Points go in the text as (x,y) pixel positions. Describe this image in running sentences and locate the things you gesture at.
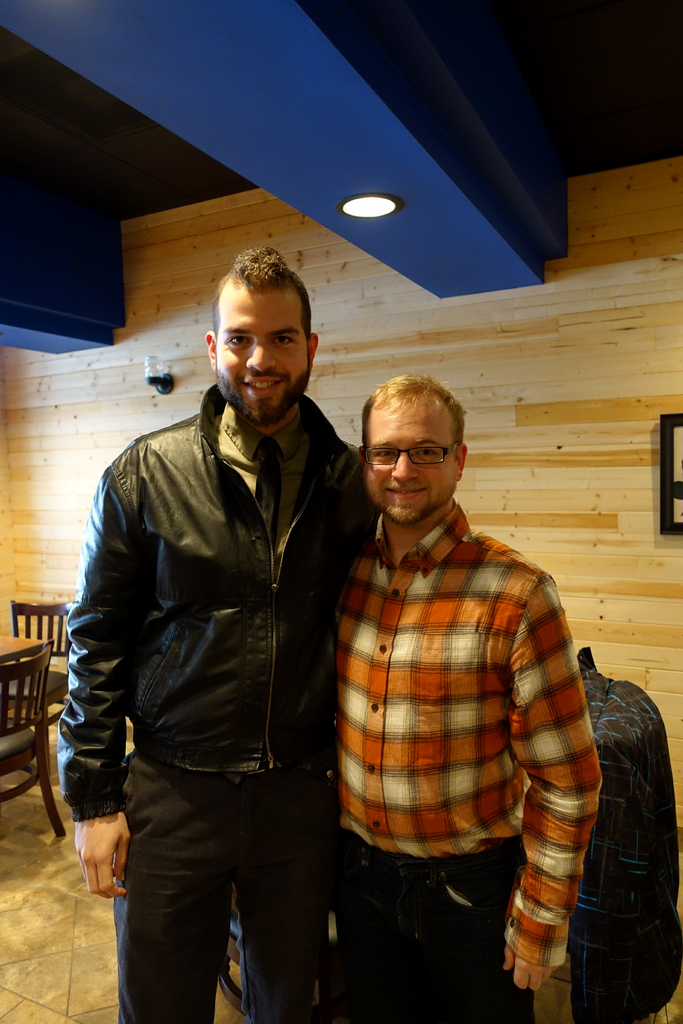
This image is clicked inside a room (318,270). There is light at the top (393,204). There are two persons (271,507) standing in the middle (266,527). One of them is wearing a black jacket (319,445). There are chairs (13,778) and tables (6,655) on the left side (62,632). There is a photo frame (663,433) on the right side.
